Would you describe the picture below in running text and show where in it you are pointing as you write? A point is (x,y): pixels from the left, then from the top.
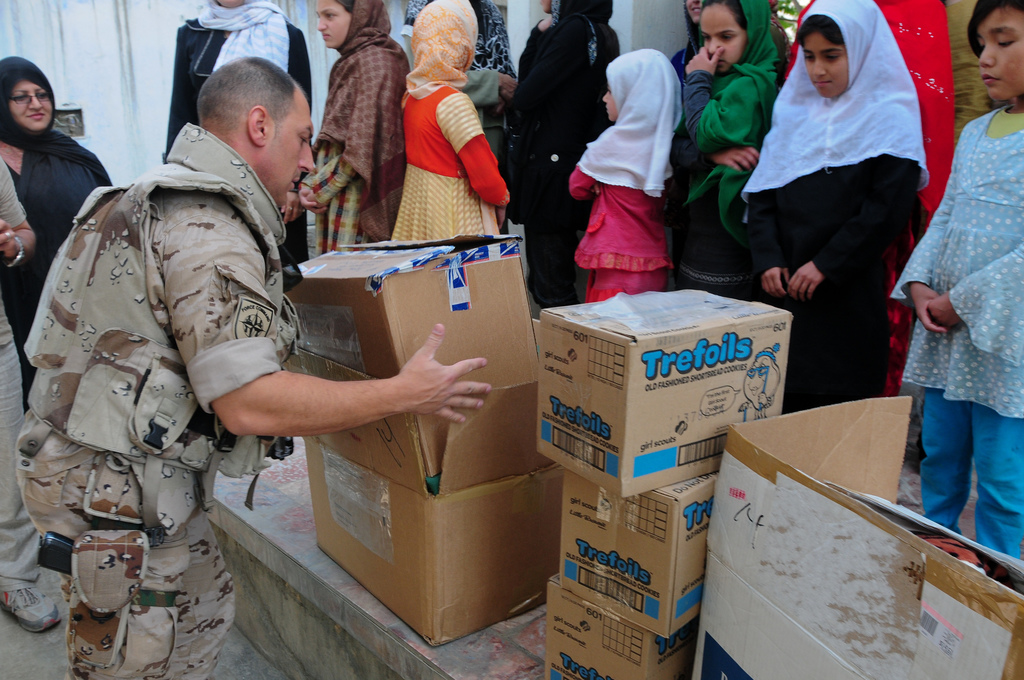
In this image I can see a person (82,393) wearing brown color uniform (86,377) holding cardboard boxes (633,361). Background (986,250) I can see few other persons (895,189) standing and wall (160,75) in white color.
